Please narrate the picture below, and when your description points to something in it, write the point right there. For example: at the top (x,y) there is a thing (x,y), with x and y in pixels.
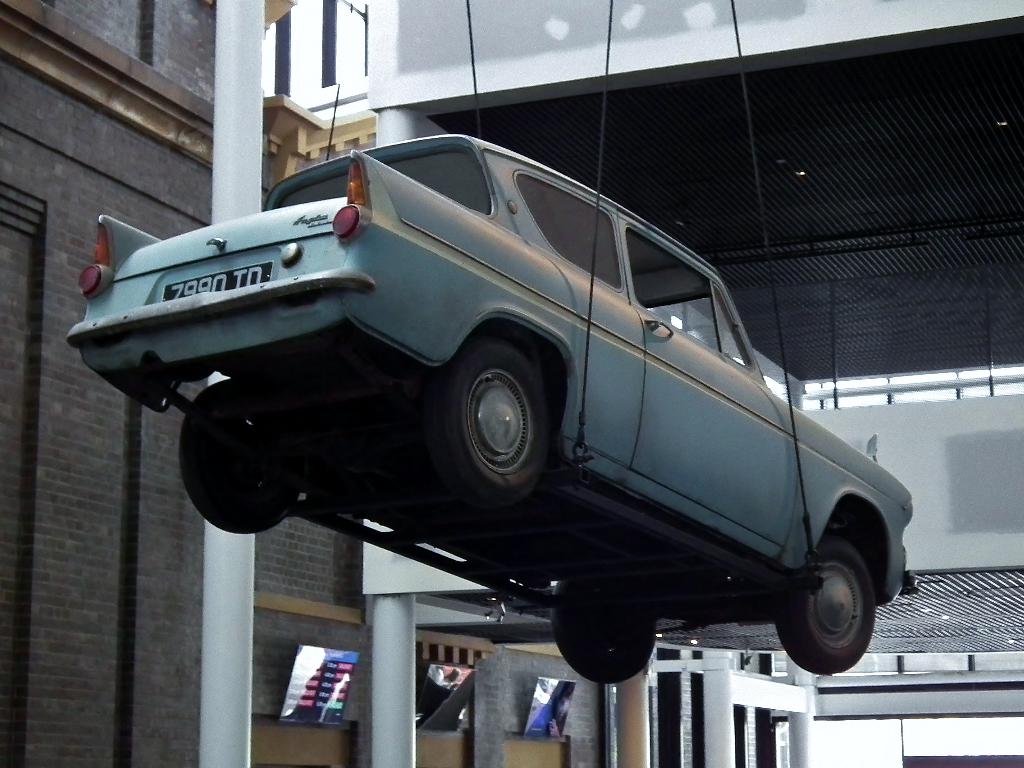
In this picture we can see a shed (786,43) and a building (179,516), where we can see a vehicle (714,492), screens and some objects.
